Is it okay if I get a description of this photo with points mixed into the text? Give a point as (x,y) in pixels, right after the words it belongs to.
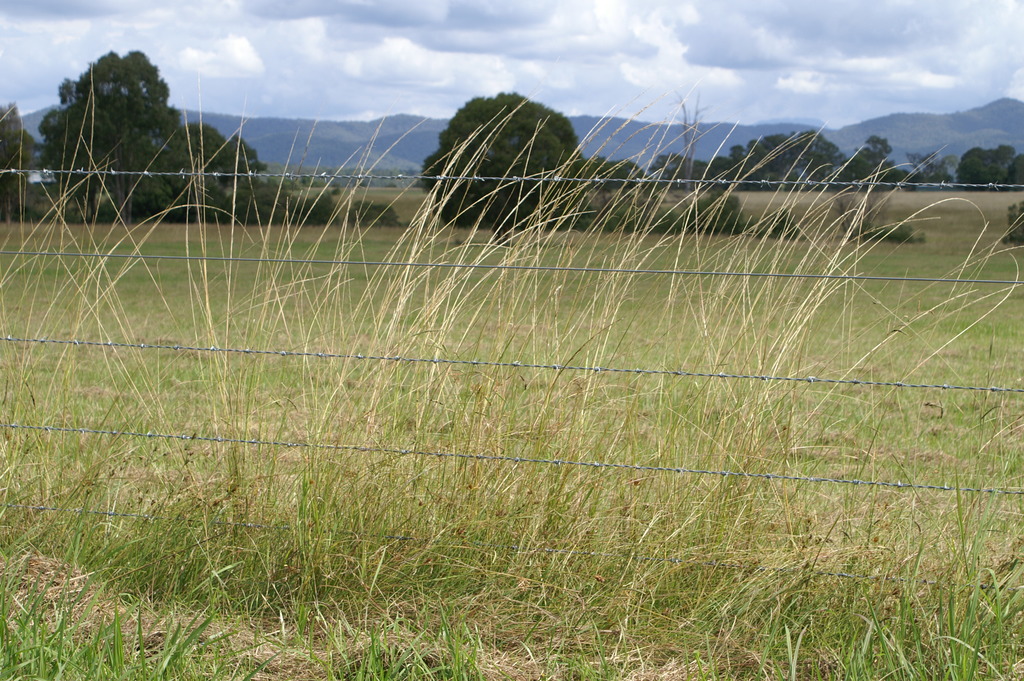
In front of the image there is fencing (784,476). And on the ground (544,509) there is grass (326,535). Behind the fencing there are trees (676,165). Behind the trees (496,161) there are hills (282,136). At the top of the image (88,6) there is sky (240,26) with clouds (242,19).
